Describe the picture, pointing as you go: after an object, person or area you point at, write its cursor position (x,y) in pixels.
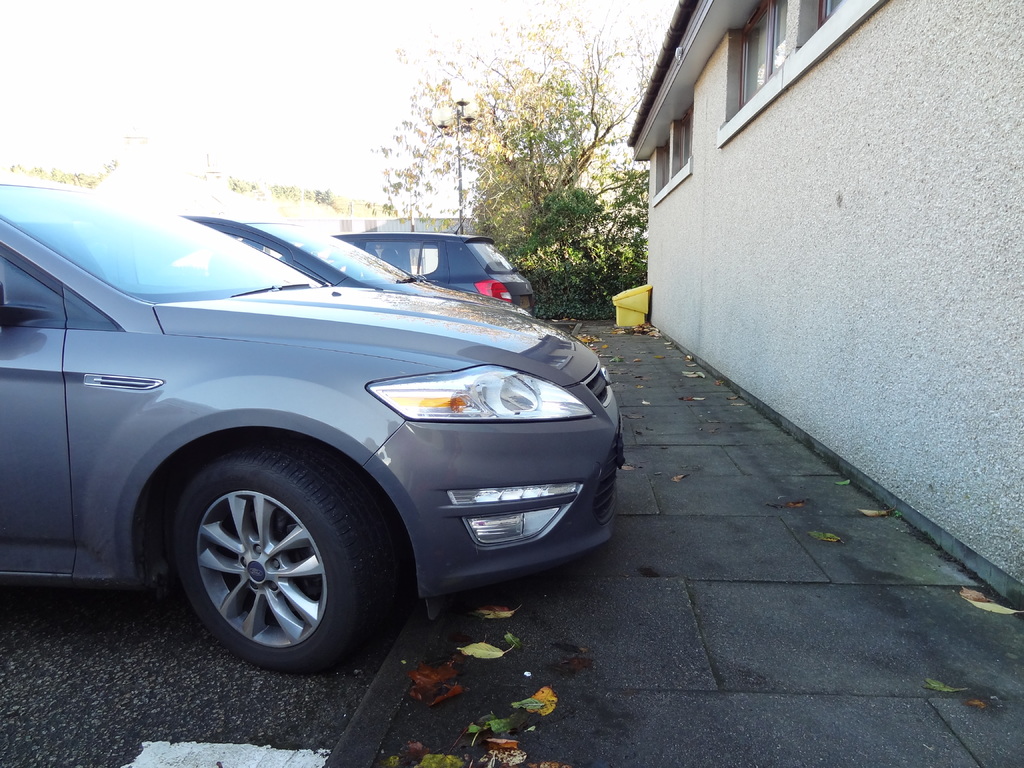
In this image I can see three cars (418,342). In-front of the cars (530,359) I can see the building (706,202) with windows (690,127). In the background (507,142) I can see the trees (516,168) and the sky (114,113).
